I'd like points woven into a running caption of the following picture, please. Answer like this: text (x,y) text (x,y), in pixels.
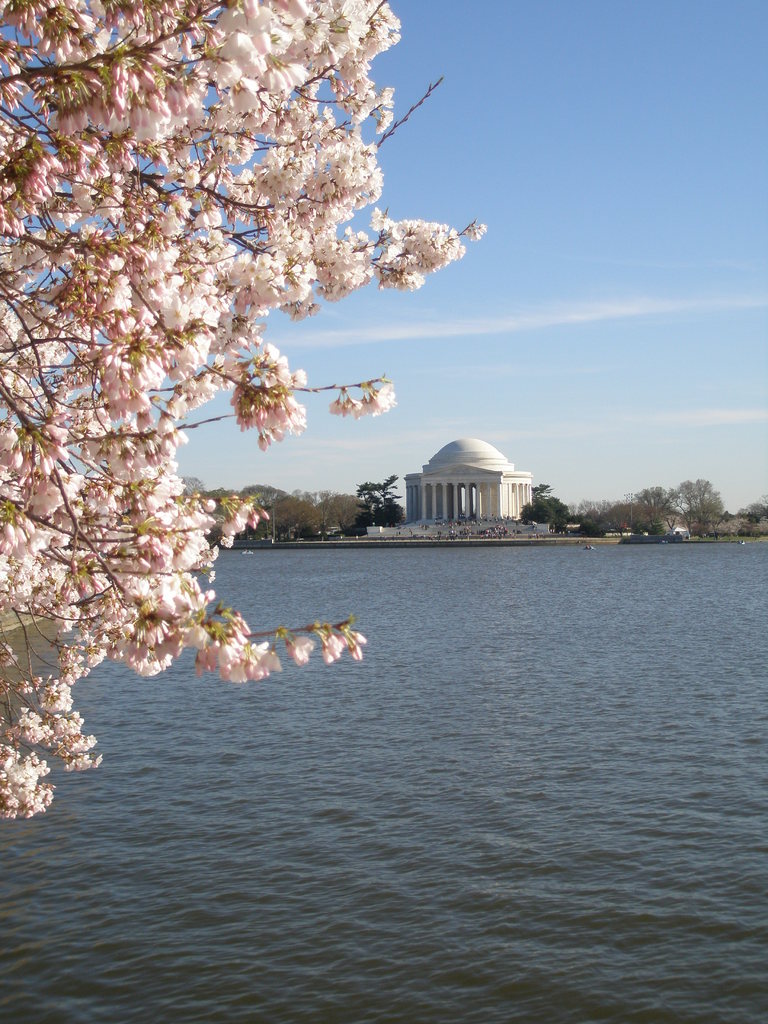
In this image we can see a lake (339,788). On the left (41,494) there are blossoms (116,309). In the background (343,511) there is a building (456,515), trees (578,518) and sky (541,398).
